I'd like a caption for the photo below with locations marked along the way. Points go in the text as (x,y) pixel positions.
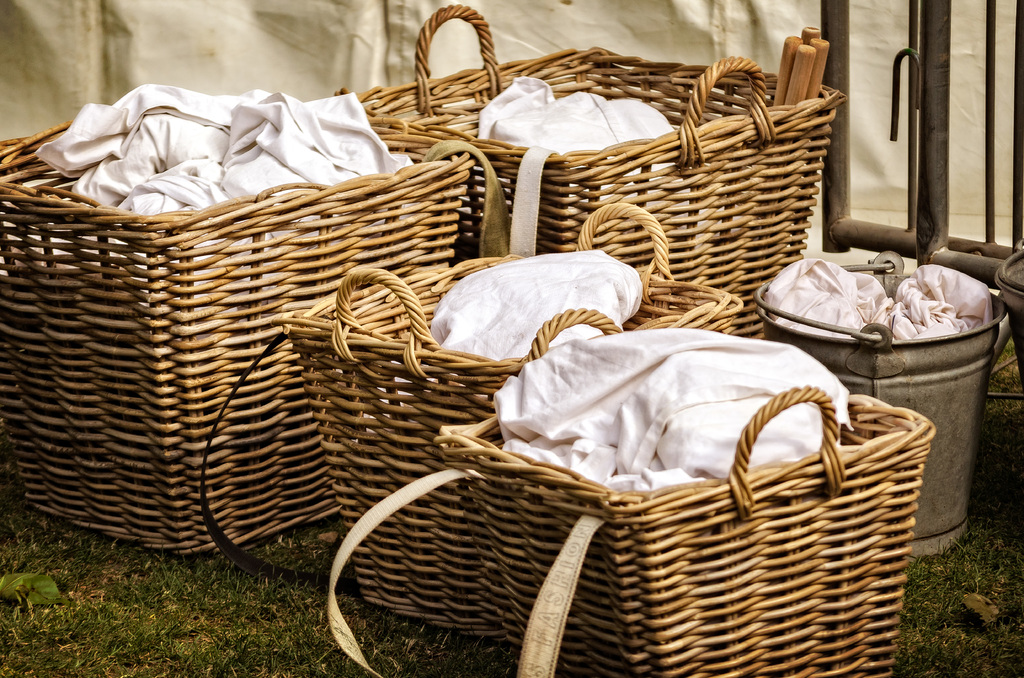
In this image there are baskets (861,498) and a bucket (922,489) of items (621,474) in it, on the grass (271,591).
